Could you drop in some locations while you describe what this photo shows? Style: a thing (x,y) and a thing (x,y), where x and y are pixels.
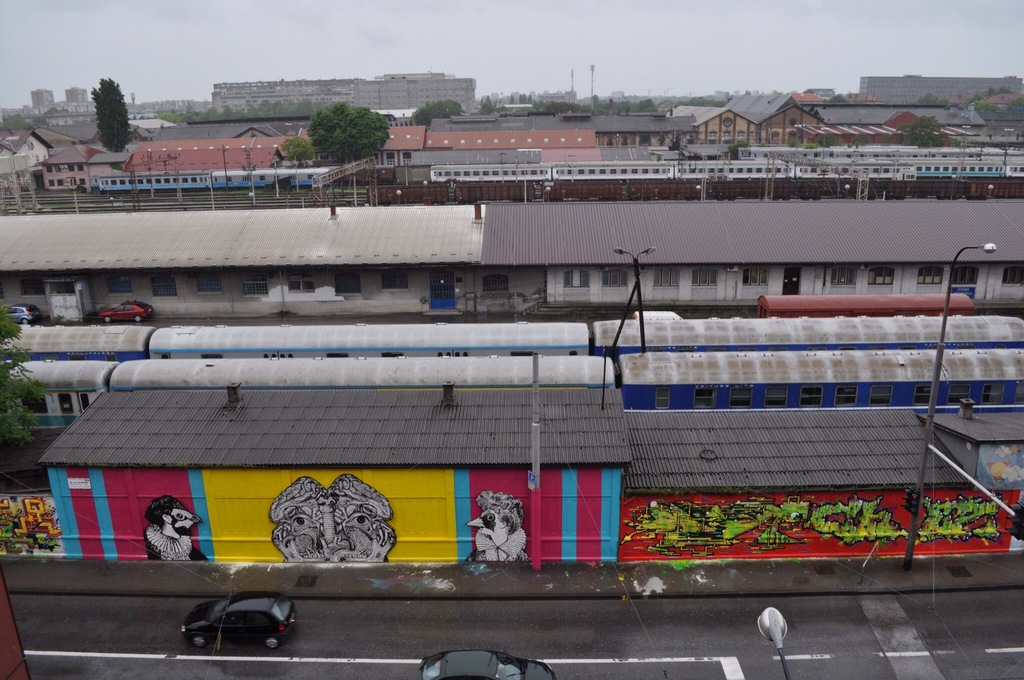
In the picture I can see houses (92,439), vehicles (265,343), pole lights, trees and some other objects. In the background (363,9) I can see the sky (489,28).
